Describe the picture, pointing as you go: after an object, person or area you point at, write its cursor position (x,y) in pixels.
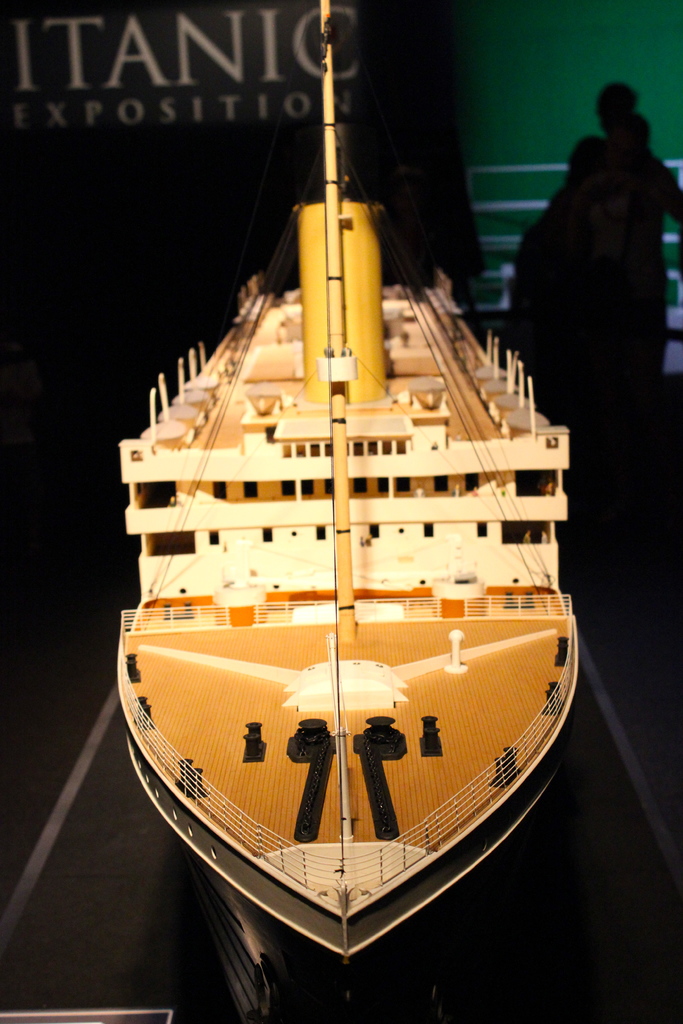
In this picture we can see a scale model ship (316,579). Behind the scale model ship (245,382), there is a board (193,83) and on the board (209,94) it is written something. On the right side of the board (270,56), they are looking like people (597,258).
